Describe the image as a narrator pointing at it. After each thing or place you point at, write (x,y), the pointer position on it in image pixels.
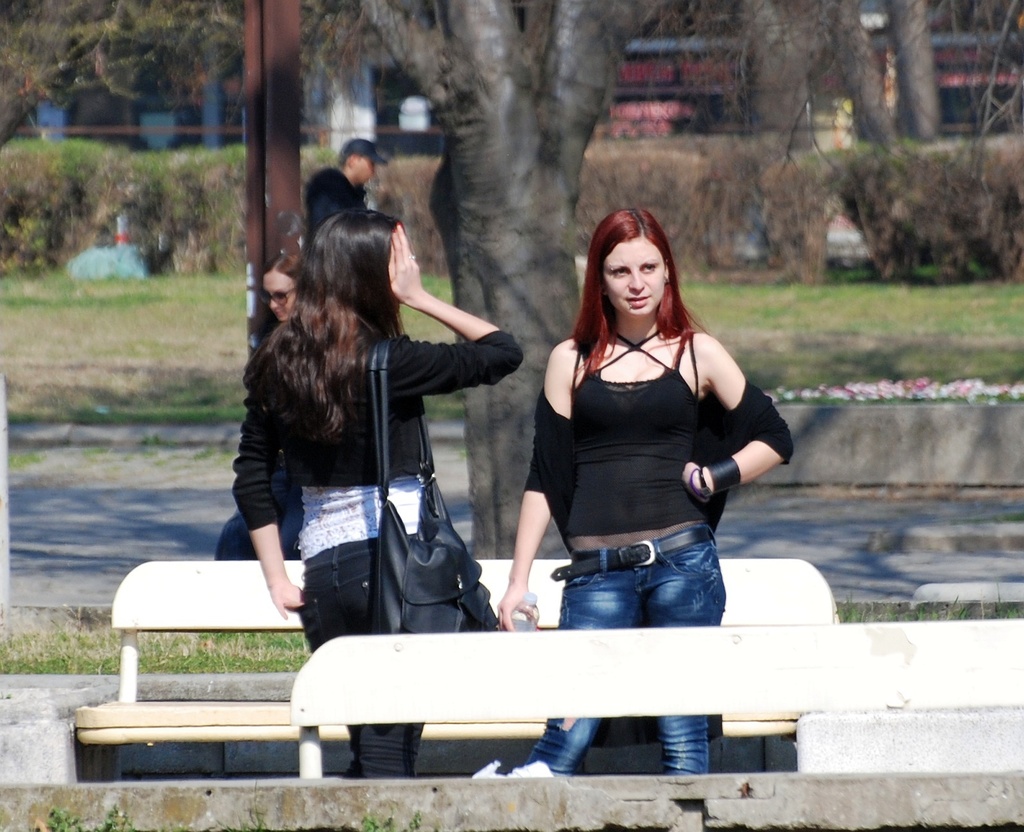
Two women (402,340) are standing. Woman (416,453) on the left (338,508) is wearing a handbag (396,536). There are two benches (702,680). In the back (870,545) there is a road (926,512), trees (541,143). Some persons (321,217) are walking. There is a pillar (267,98). Some buildings (215,94) are over there. Also there are some bushes (750,188) and a grass lawn (864,322).
